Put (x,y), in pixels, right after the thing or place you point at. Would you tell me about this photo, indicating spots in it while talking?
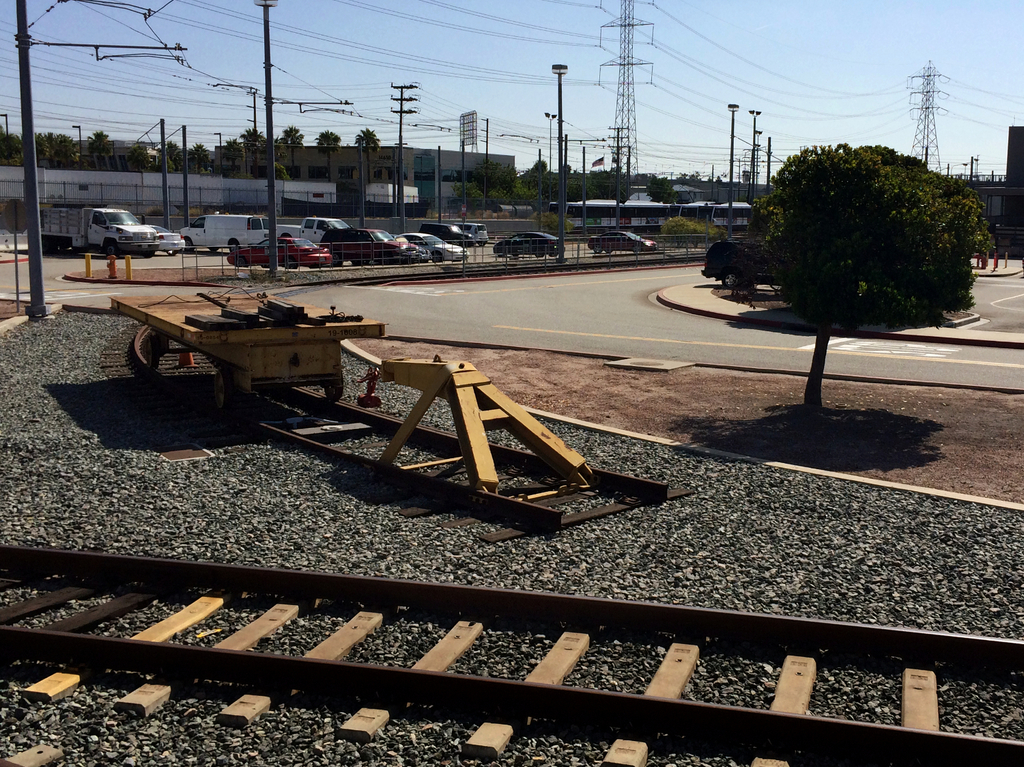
In this image I see the track (1017,750) over here and I see the stones (237,474) and I see the path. In the background (495,172) I see number of cars (531,246), trees (943,220), poles (550,136), wires (597,8), towers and the buildings (424,176) and I see the sky (835,72) which is clear.
